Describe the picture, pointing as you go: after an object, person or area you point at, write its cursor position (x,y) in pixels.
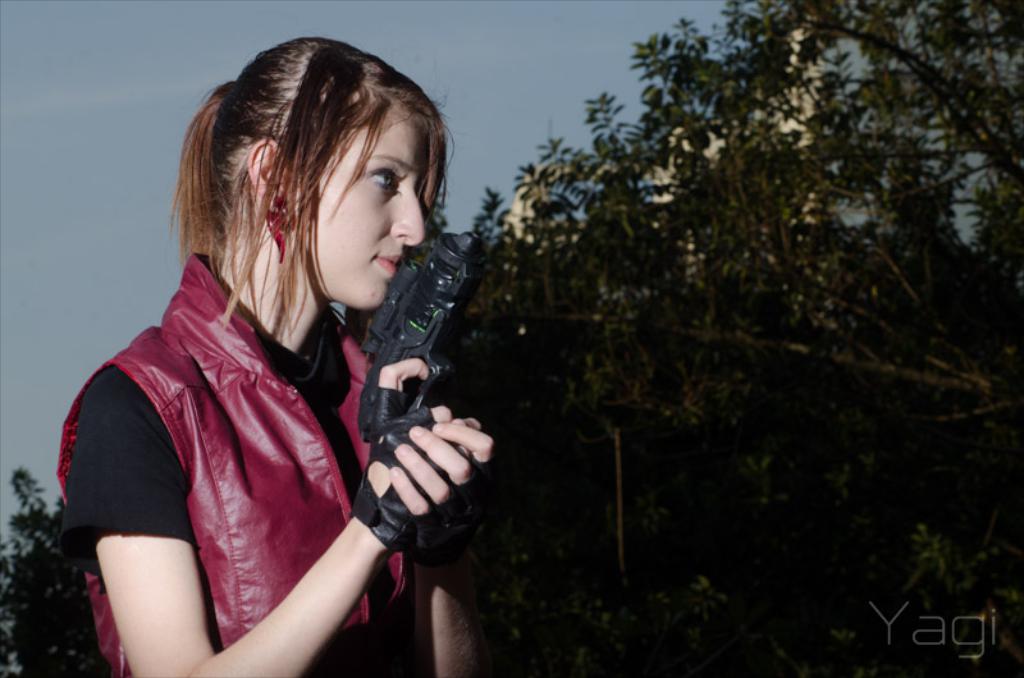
In this image I can see a woman (131,468) wearing black and maroon colored dress (214,470) is standing and holding a black colored weapon (431,365) in her hand (389,458). In the background (607,377) I can see few trees (607,377), a cream colored object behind the trees (555,496) and the sky (184,100).
